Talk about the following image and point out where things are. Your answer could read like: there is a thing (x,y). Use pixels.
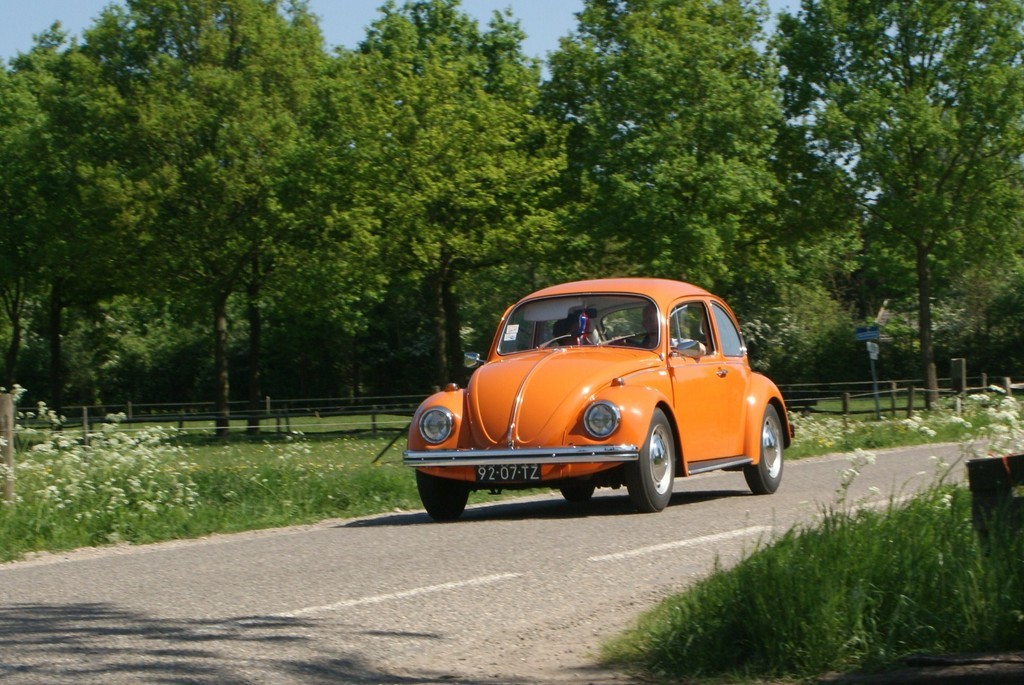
In this picture I can see the road (666,589) in front (259,579) which there is a car (568,418) which is of orange in color and on the both sides of this image I see the plants (210,491) and in the background (501,267) I see the trees (470,139) and the sky (549,3) and in the middle of this picture (366,425) I see the fencing (946,381).
